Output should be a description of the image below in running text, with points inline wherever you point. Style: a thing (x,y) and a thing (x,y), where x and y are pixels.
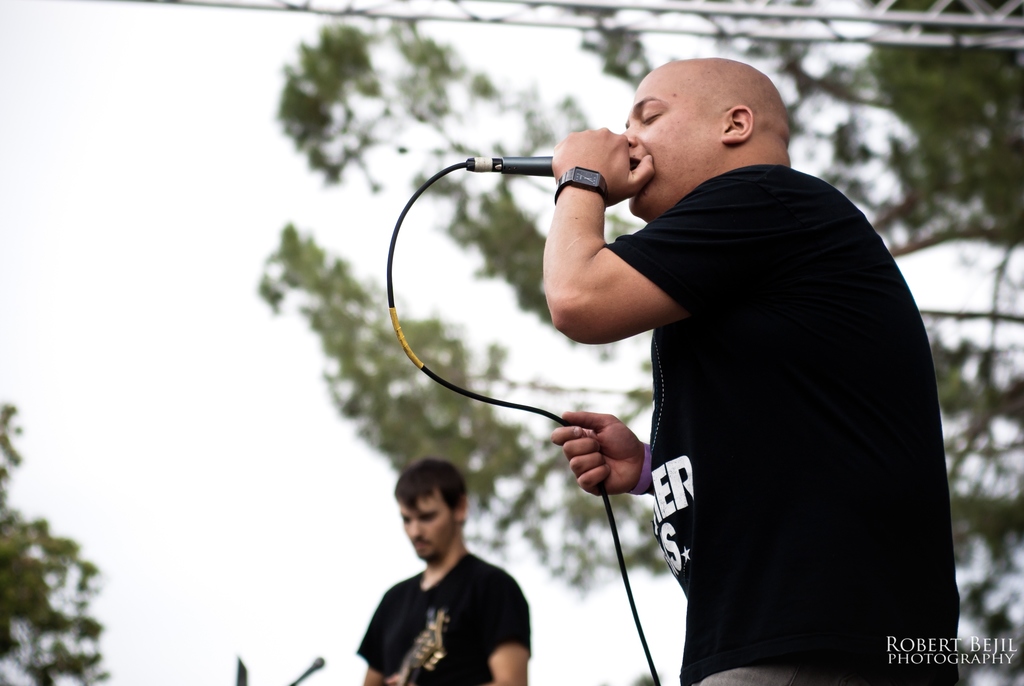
In this picture I can see a man (671,333) is holding a microphone (527,171) and wire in the hands (613,171). These men (791,428) are wearing black color t-shirts (748,532). In the background (385,584) I can see trees (40,663) and the sky (290,215). This person (416,615) is holding a some object (432,631).
